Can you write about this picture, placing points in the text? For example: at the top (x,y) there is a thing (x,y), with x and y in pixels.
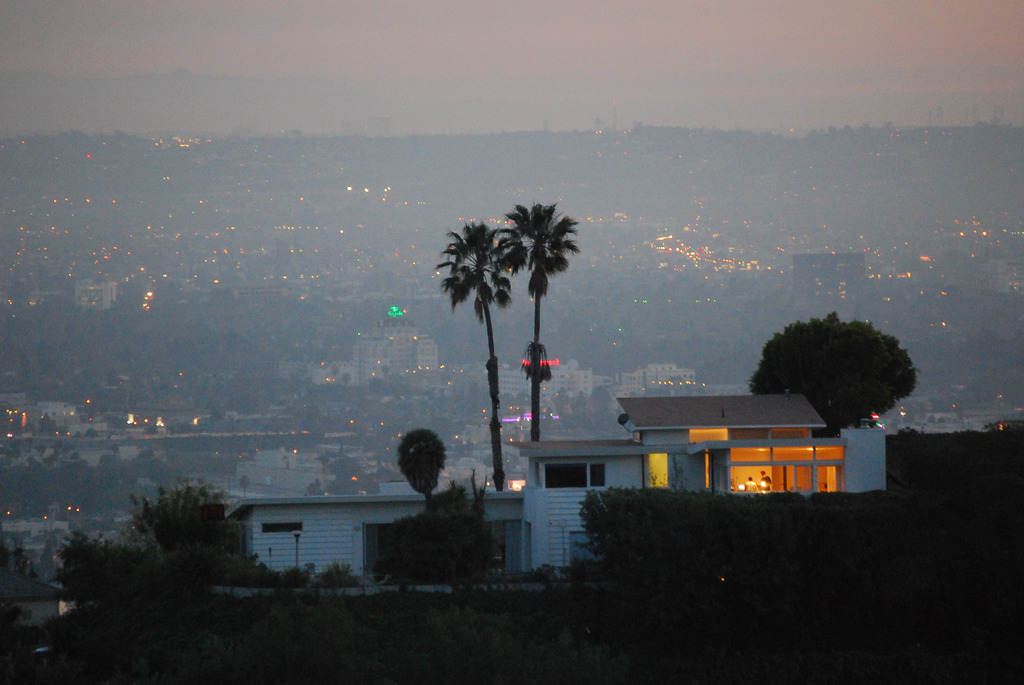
At the bottom of the image (195,520) there is a house (609,450) and we can see trees (846,356). In the background (231,389) there are buildings (964,423), trees (176,341), lights (715,250), hills (281,104) and sky (429,51).
